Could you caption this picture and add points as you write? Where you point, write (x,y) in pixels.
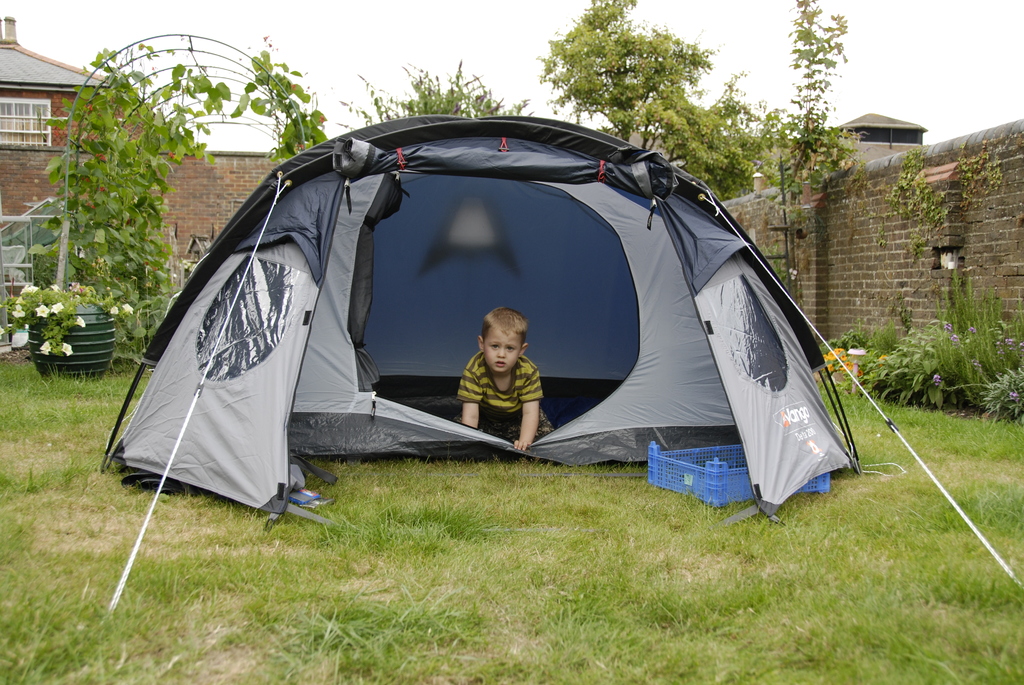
In this image we can see a blue color box (708,481) and a tent (775,481) on the ground (806,541), there is a kid (486,345) inside the tent (463,286), on the right side (906,219) there are a few plants (957,338) and a brick wall (885,199) and in the background (76,329) there are trees (614,105), a potted plant (99,303), a building (24,70) and sky (520,41).
